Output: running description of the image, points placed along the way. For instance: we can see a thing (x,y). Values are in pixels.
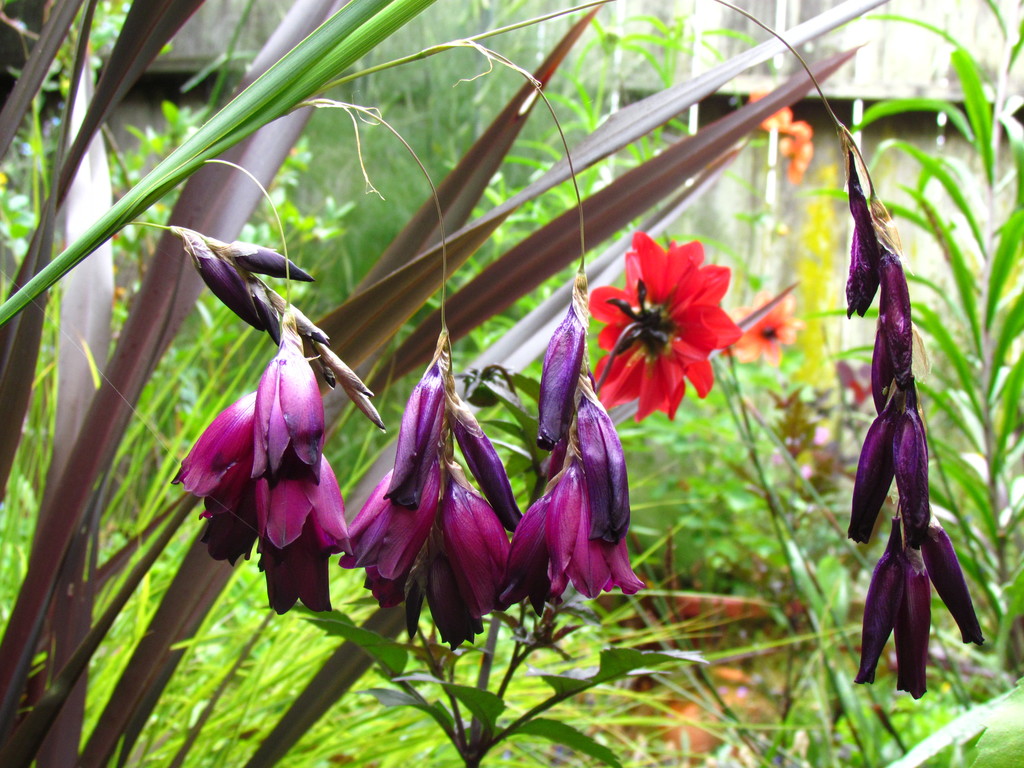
In this picture we can see many plants (397,589). In the center (677,271) we can see the red and purple color flowers (690,282). In the background (847,236) we can see the fence (781,178).
